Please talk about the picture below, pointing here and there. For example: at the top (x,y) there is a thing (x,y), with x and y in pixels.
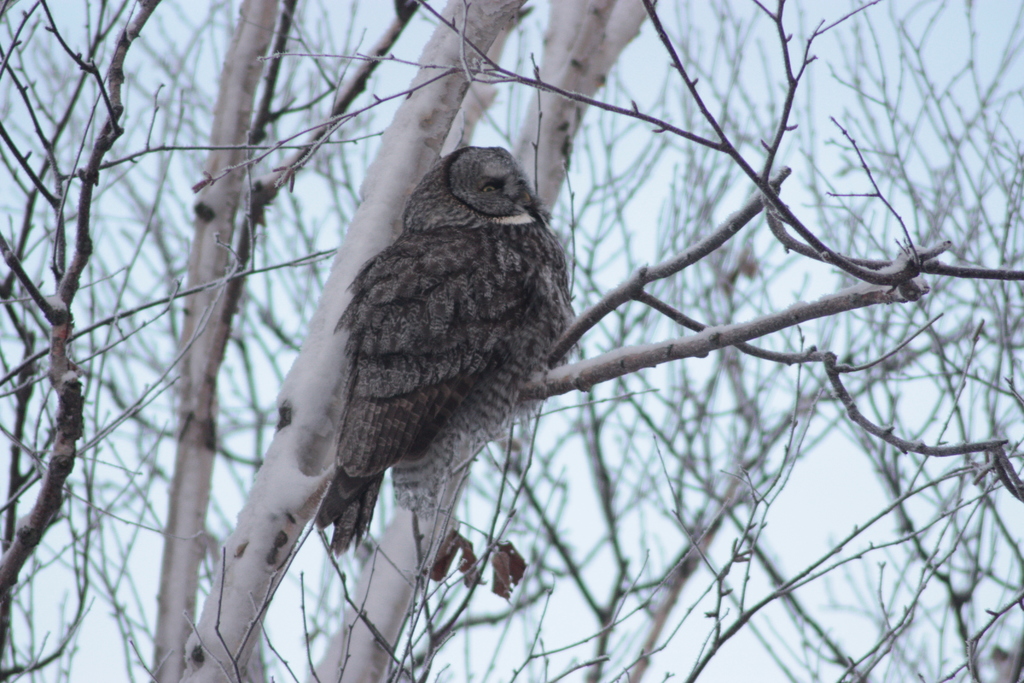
In this picture we can see a bird (421,379) on the branch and behind the bird (433,279) there are trees (561,115) and the sky (597,157).
